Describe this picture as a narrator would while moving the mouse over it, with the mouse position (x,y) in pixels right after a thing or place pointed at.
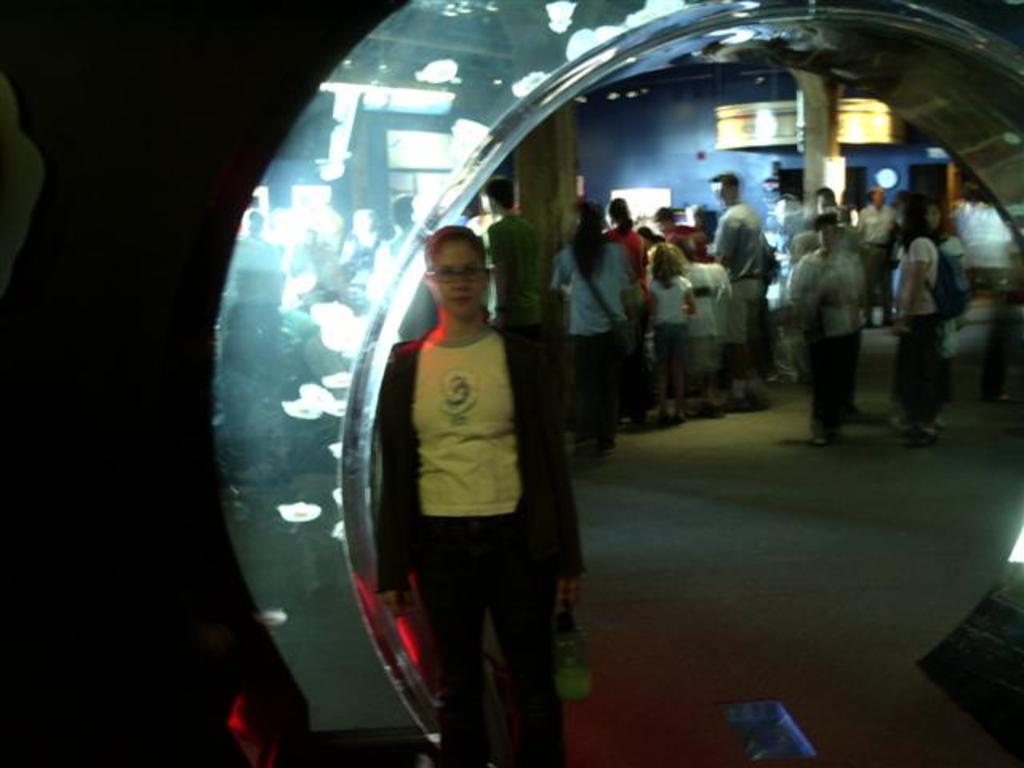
In this image, in the middle (487,475), we can see a woman (463,640) standing and holding an object (572,675) in her hand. In the background (724,186), we can see a group of people (1014,265) standing. In the background (837,172), we can also see a frame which is attached to a wall (690,180). On the left side (94,188), we can also see black color.
